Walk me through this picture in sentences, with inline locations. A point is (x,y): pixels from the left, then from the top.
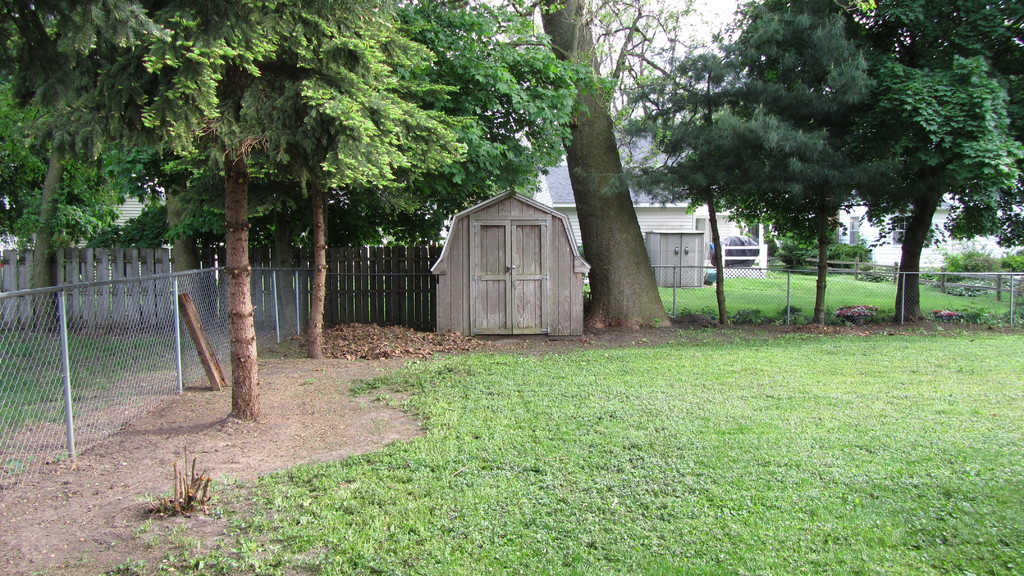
In this image I see the wooden fencing (338,299) and I see 2 small huts (562,276) and I see a house (670,203) over here and I see the trees (516,107) and the green grass (728,361) and I see plants (973,252).
